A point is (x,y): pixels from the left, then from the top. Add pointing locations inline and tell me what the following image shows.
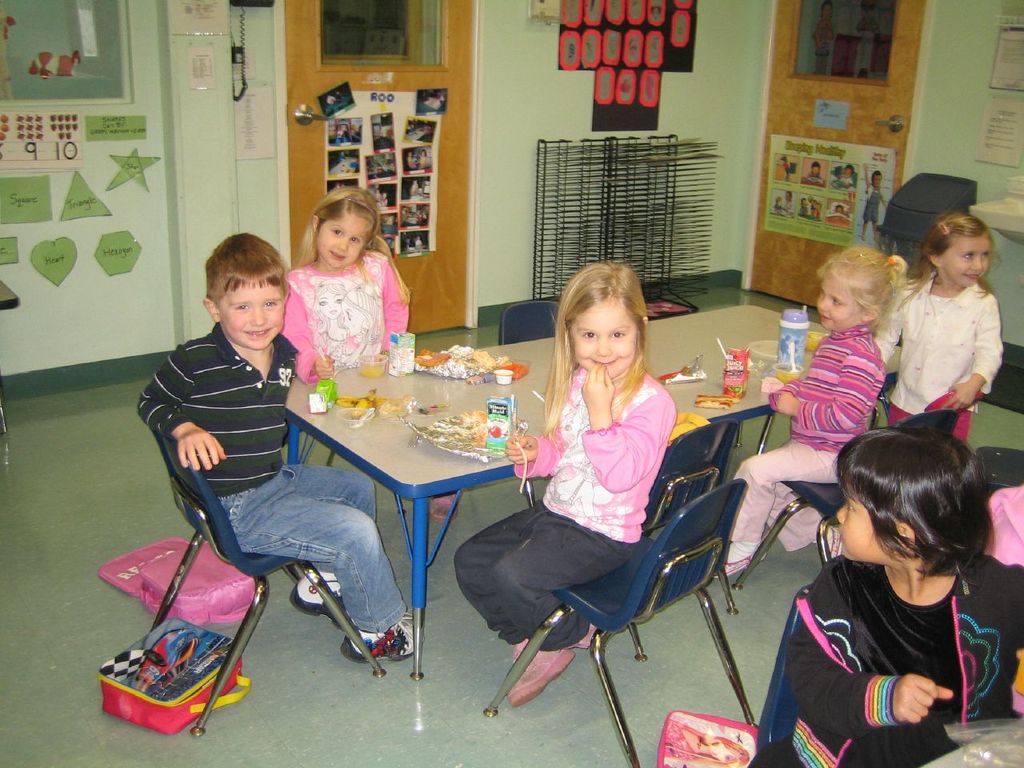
In this image, there are six kids (953,318). Three of them are sitting in the middle of the image (638,412). Two of them are in middle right most of the image (928,393). One kid (921,491) is sitting at the bottom of the image (981,688) right. On the floor (120,545) bags (189,620) are kept. In the middle of the image (390,430) there is a table (400,440), on which fruits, juice packs (506,427), bottle (800,349), food (474,437) is kept. In the background (332,95), there is a door (452,285) on which photos (392,153) are attached, beside that telephone (269,3) is there attached to the wall (249,21). In the right side of the image (907,30) top, there is another door (810,300). In the right side (984,212) middle of the image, there is a wash basin (999,215). On above that papers (1009,159) are stick to the wall (988,43). In the background (545,106) the wall (516,108) is green in color light green.
